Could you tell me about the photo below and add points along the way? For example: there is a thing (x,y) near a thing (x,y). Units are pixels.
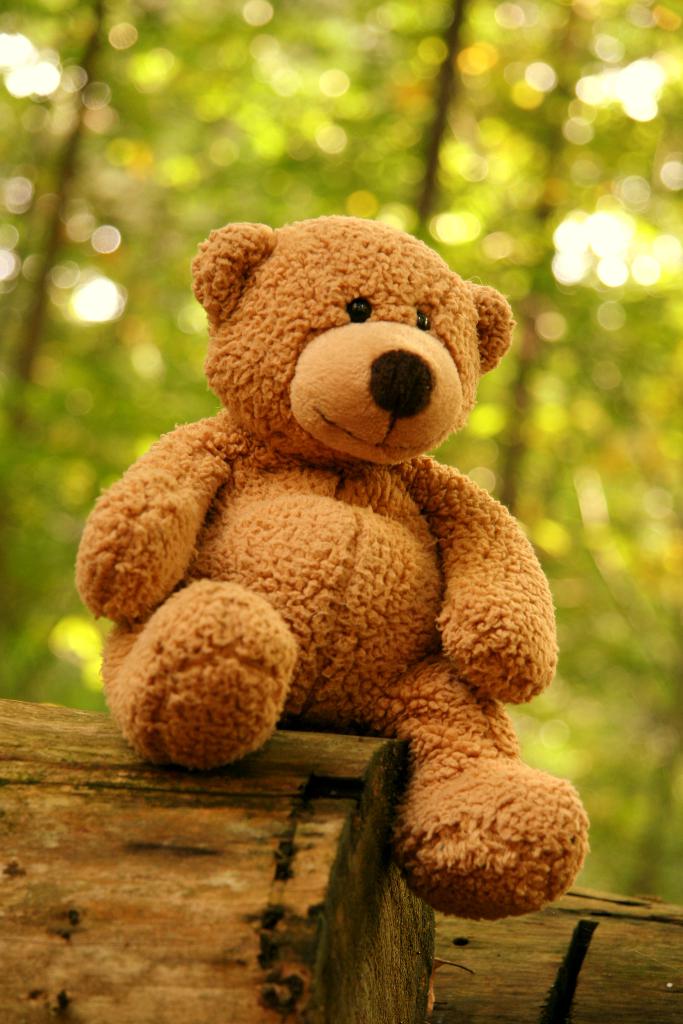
In the picture we can see a teddy bear doll (500,506) which is brown in color placed on the tree plank (150,898) and behind it we can see trees (391,107).
